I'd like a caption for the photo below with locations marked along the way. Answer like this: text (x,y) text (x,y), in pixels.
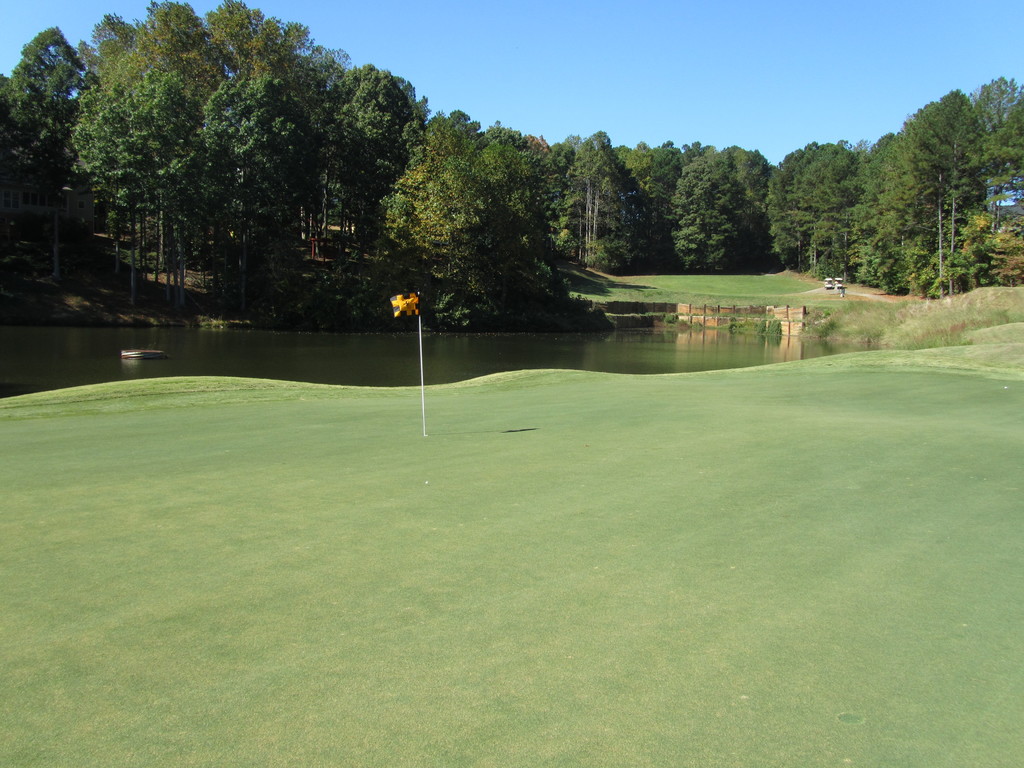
This is the picture of a place where we have a lake (300,339) and around there are some plants (450,325), trees (774,182) and some grass (201,583) on the floor (281,540).
